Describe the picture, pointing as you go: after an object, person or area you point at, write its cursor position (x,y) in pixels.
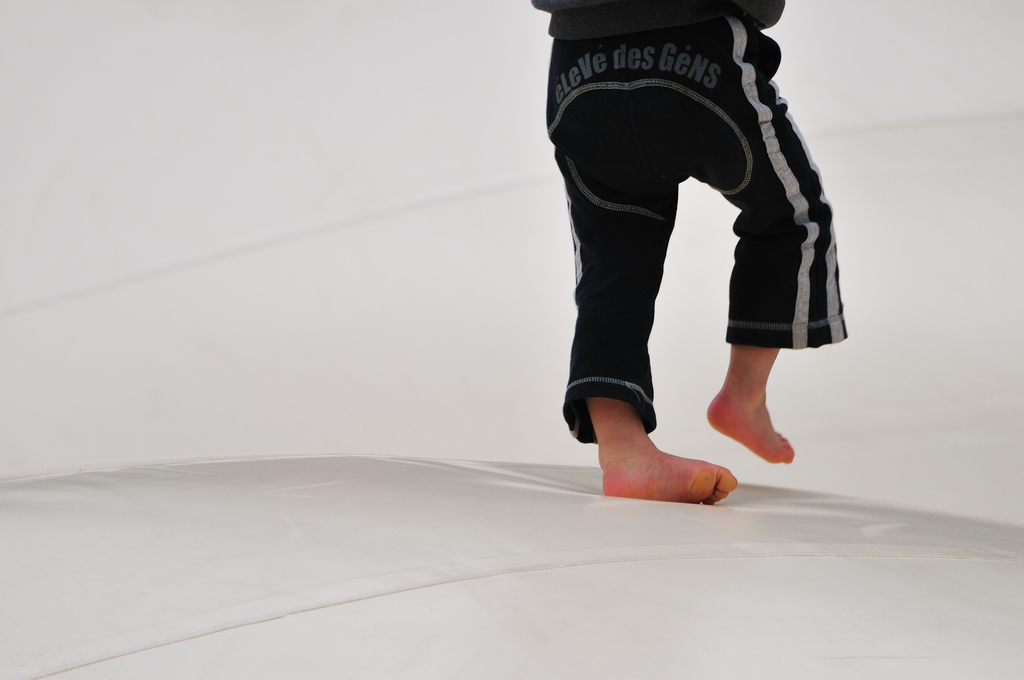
Here I can see a person (568,210) wearing black color dress (602,162) and walking on a white surface (622,547). The background is in white color.
